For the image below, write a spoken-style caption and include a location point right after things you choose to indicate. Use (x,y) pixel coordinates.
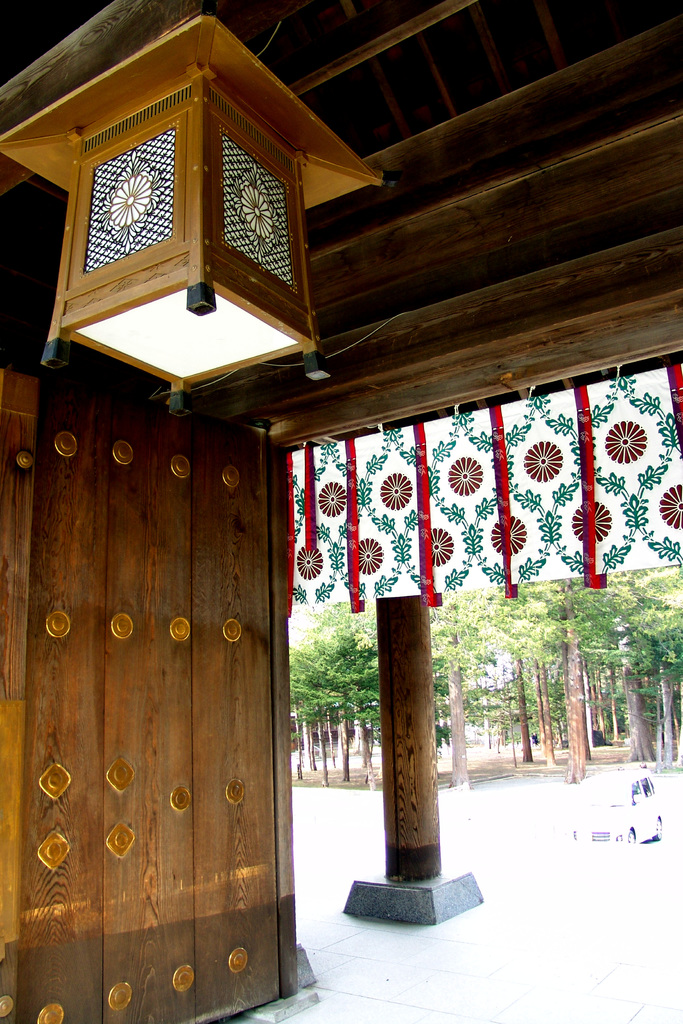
In this image in the foreground (245,331) there is one box (182,209) and wooden wall (205,677), in the background (383,692) there are some trees (436,681), pillar (389,655) and board (444,507). At the top (460,146) there is ceiling (400,312) and at the bottom (460,992) there is floor (544,941), in the right side (635,795) there is one vehicle (588,803).
